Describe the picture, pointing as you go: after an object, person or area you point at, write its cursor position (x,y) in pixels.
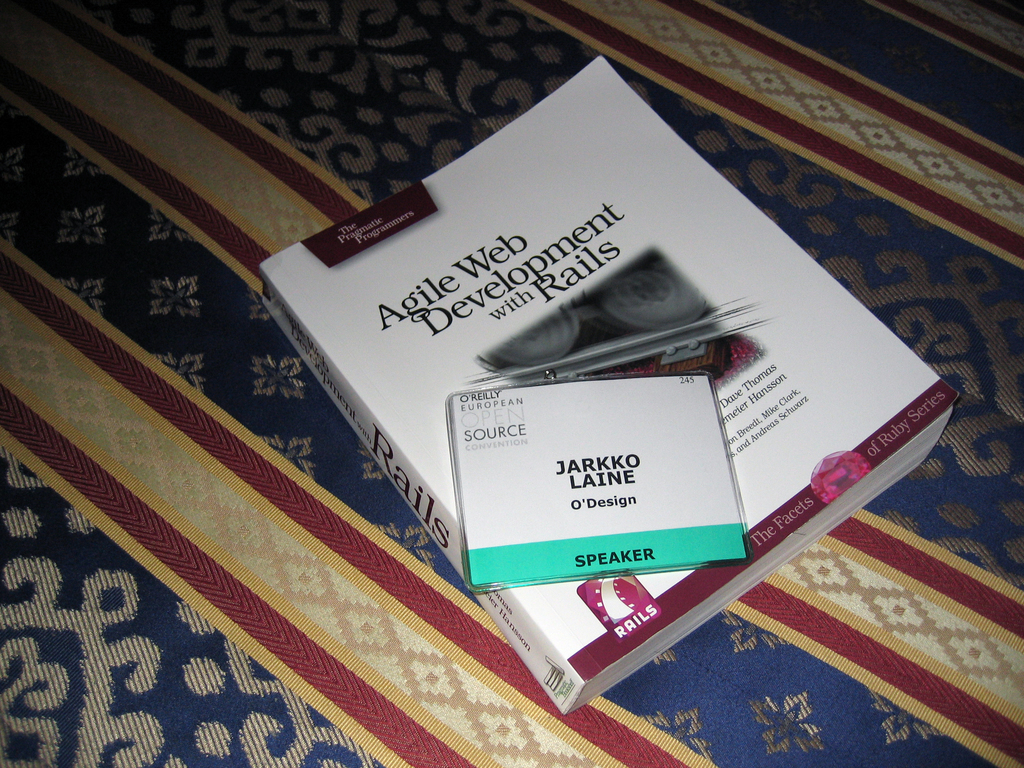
In the foreground of the picture (362,464) we can see a book (450,526) and identity card (578,455) placed on a blanket like thing (685,87).
